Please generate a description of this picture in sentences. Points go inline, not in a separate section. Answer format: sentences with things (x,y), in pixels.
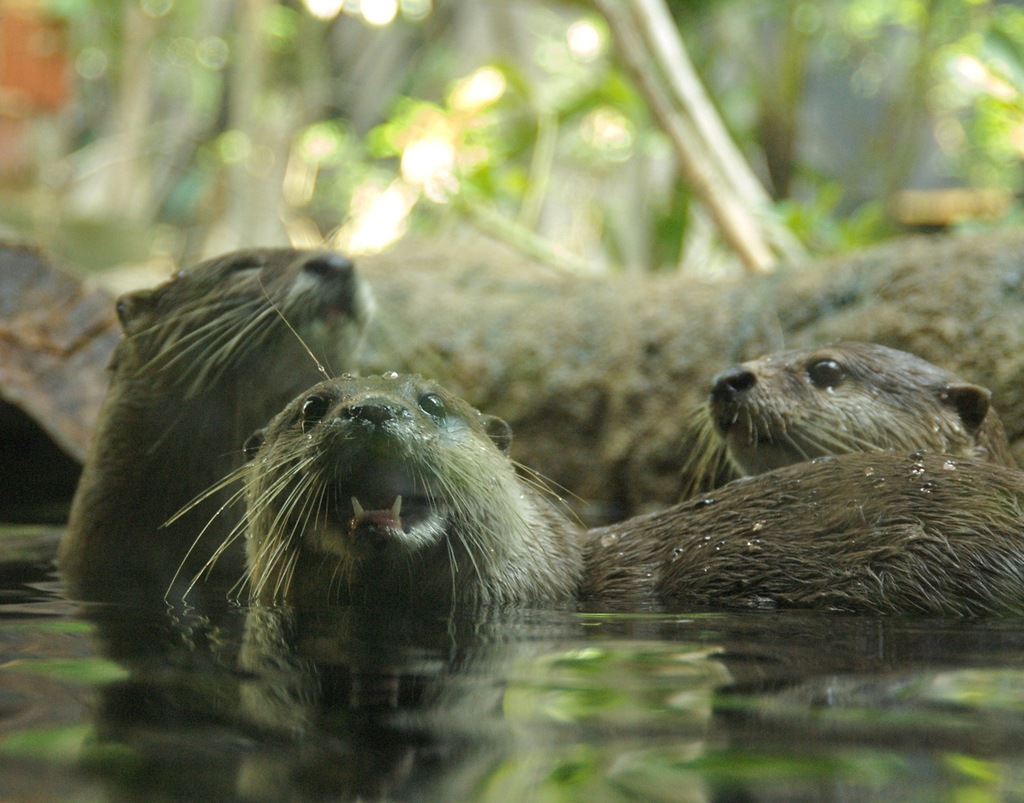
In this picture there are otters (440,517) in the water (461,669). At the back (571,127) there are trees (485,148).
